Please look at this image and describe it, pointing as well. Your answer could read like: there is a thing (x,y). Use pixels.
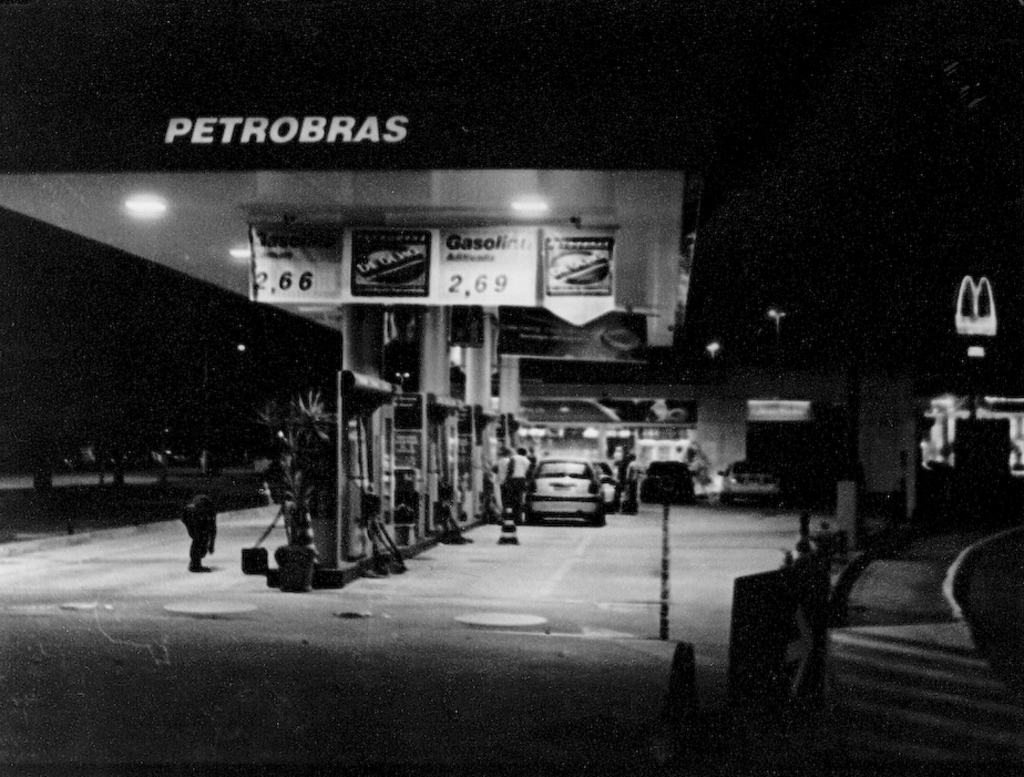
In this picture we can see cars (592,515) and some persons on the ground (273,602), plants (288,535), banners (262,270), lights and in the background (853,229) it is dark.
